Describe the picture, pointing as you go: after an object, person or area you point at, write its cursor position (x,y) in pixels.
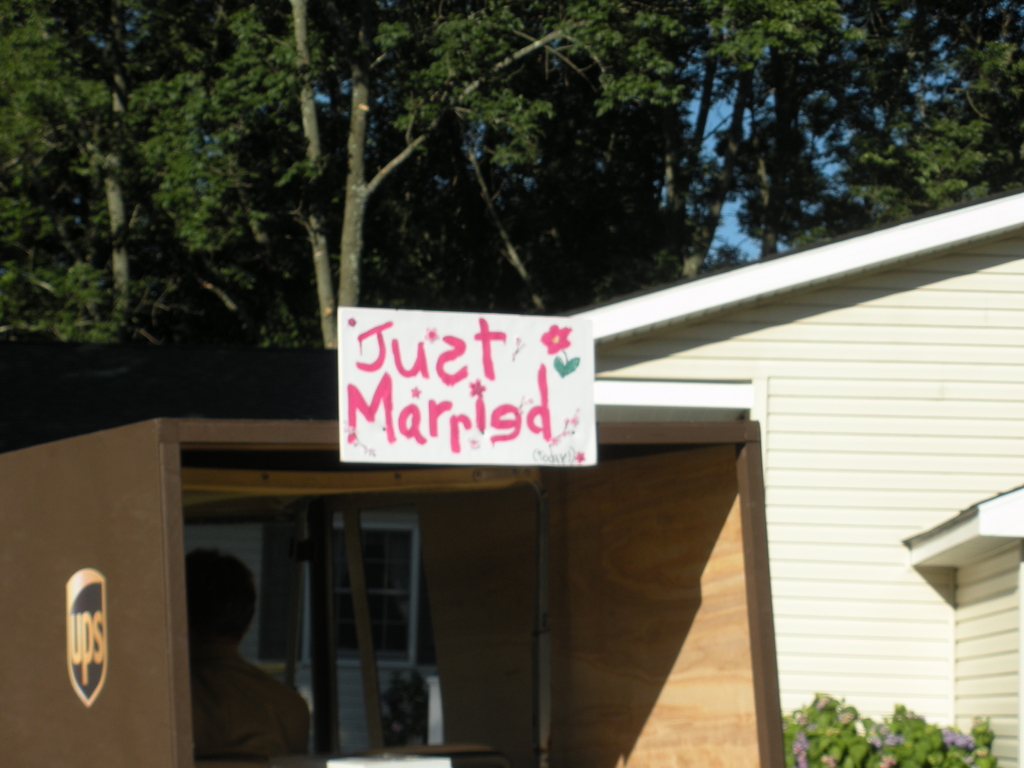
In this picture we can see a text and an image (545,337) of a flower (558,344) on a white board (478,461). This board (507,446) is on a wooden object (183,572). We can see a person (234,645) and few things (317,555) in the wooden object (36,633). There is a logo (69,609) visible on this wooden object (126,677). We can see some plants (879,724) on the right side (958,748). There is a house (775,398) and a few trees (439,222) visible in the background (666,187). Sky (727,219) is blue in color.
